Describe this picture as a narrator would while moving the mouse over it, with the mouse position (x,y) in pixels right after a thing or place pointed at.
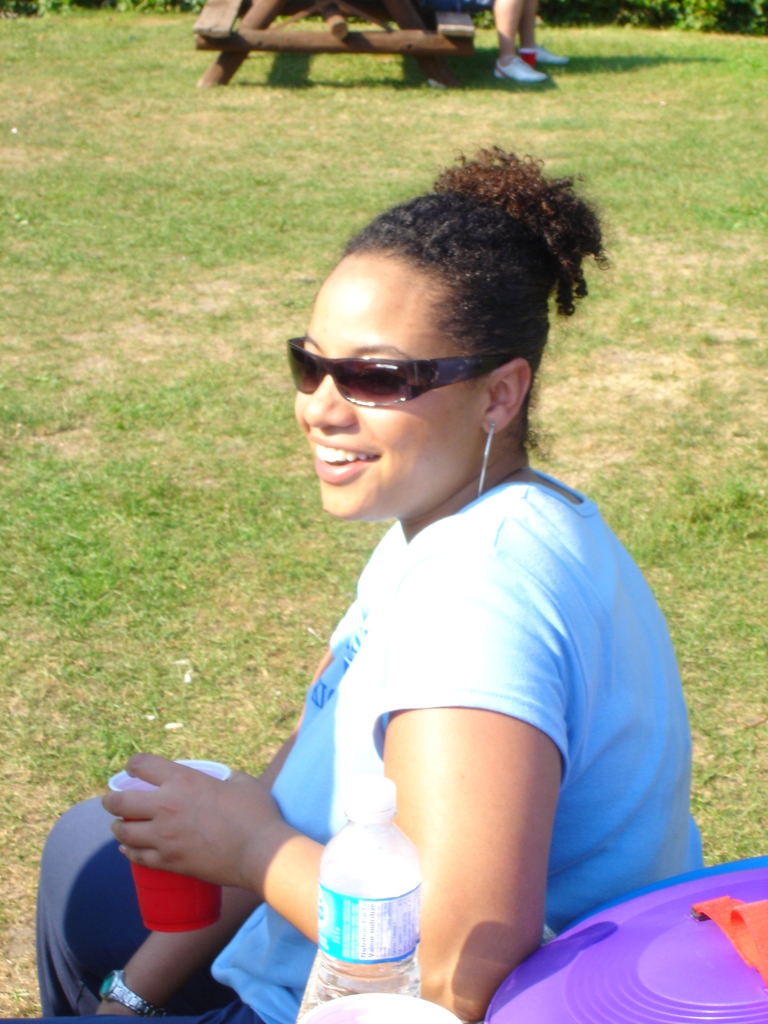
In the image we can see there is a woman (511,665) sitting and holding glass (169,918) in her hand (166,857).
